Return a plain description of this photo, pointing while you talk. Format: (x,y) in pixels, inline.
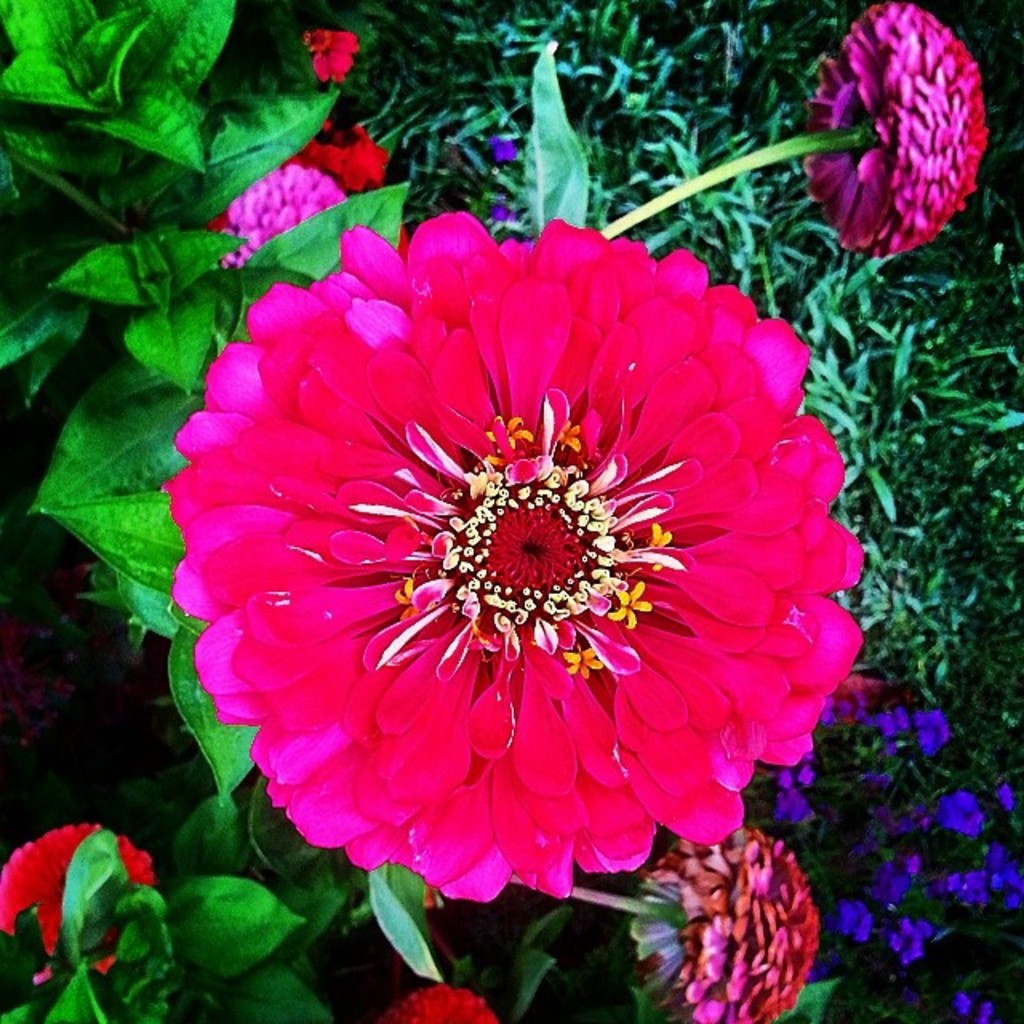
In the picture we can see some flowers (343,490) which are in pink color and there are some leaves (196,407) which are in green color.
